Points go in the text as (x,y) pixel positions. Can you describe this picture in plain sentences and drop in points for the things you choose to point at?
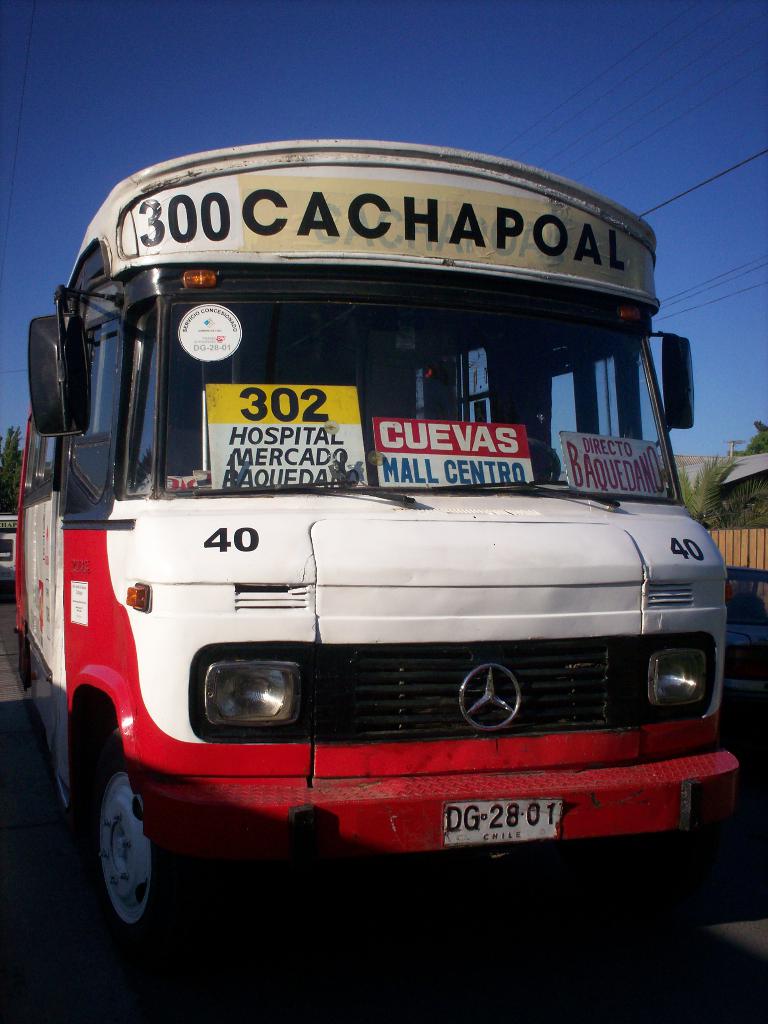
In this image we can see a vehicle (189,629) on the road (442,893). We can also see some trees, a fence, a building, pole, some wires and the sky (724,395) which looks clear.
